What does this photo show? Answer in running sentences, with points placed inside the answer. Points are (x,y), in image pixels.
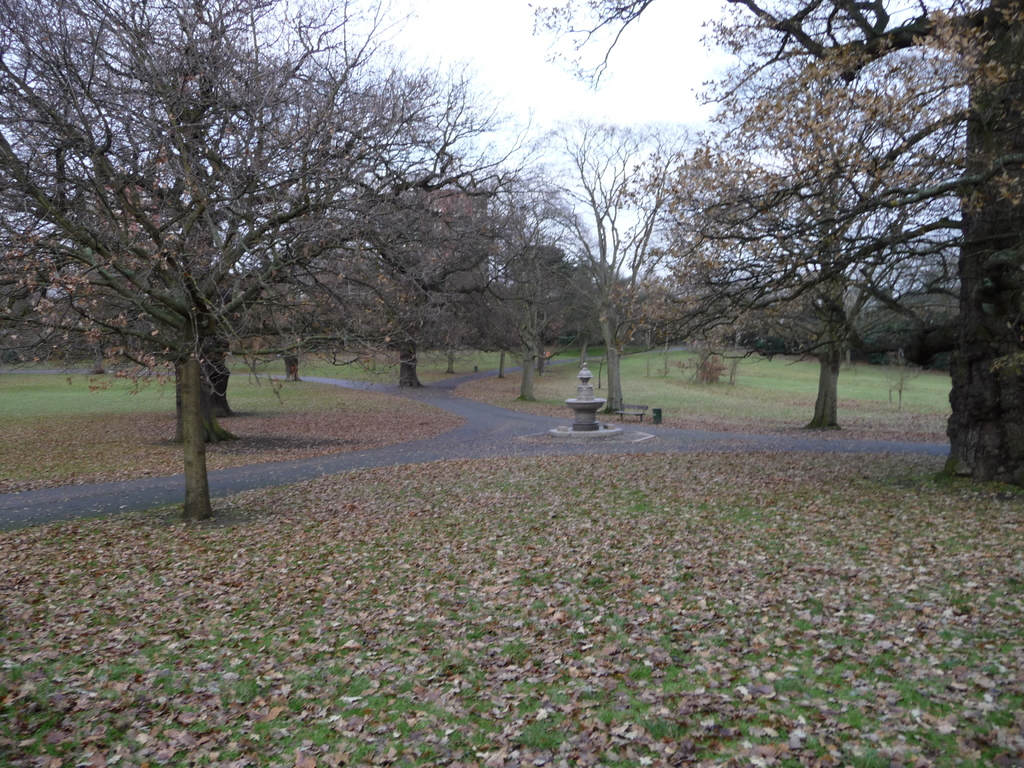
In the picture I can see trees (379,336), the grass (424,706), roads (440,450), leaves (558,613) on the ground (656,586) and some other objects (622,406). In the background (544,136) I can see the sky (554,71).
